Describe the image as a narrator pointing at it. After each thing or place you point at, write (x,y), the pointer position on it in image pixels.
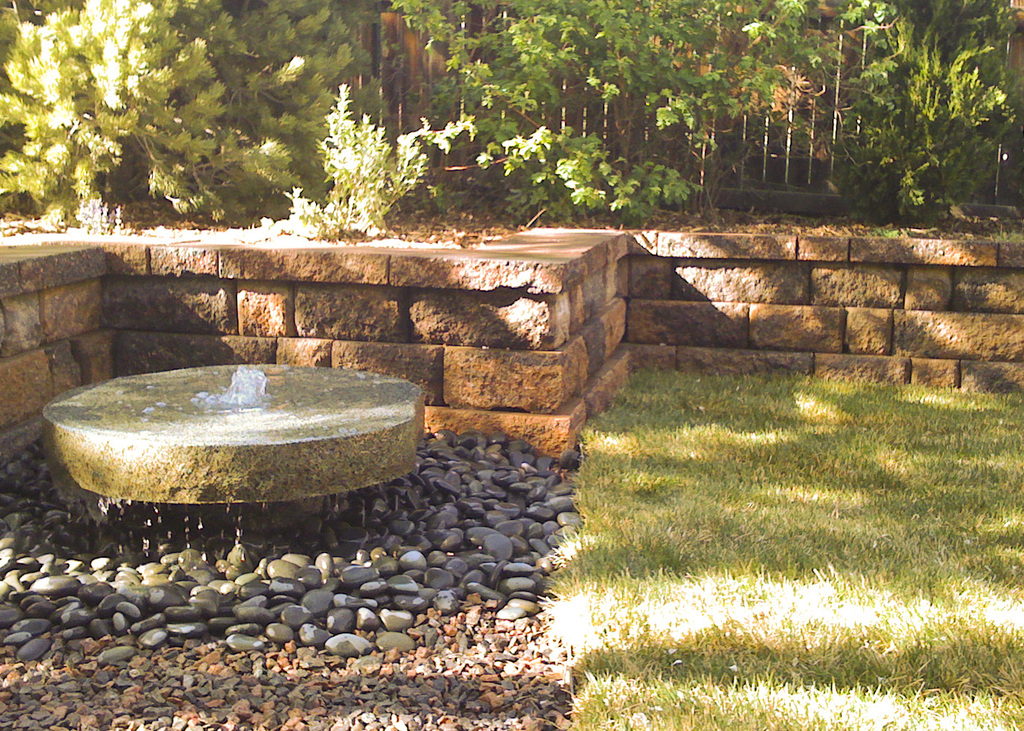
In this image I can see grass (742,517), water (220,415), number of black colour stones (484,483) and in the background (335,103) I can see trees (492,106). I can also see shadows (646,477) on ground (505,490).
